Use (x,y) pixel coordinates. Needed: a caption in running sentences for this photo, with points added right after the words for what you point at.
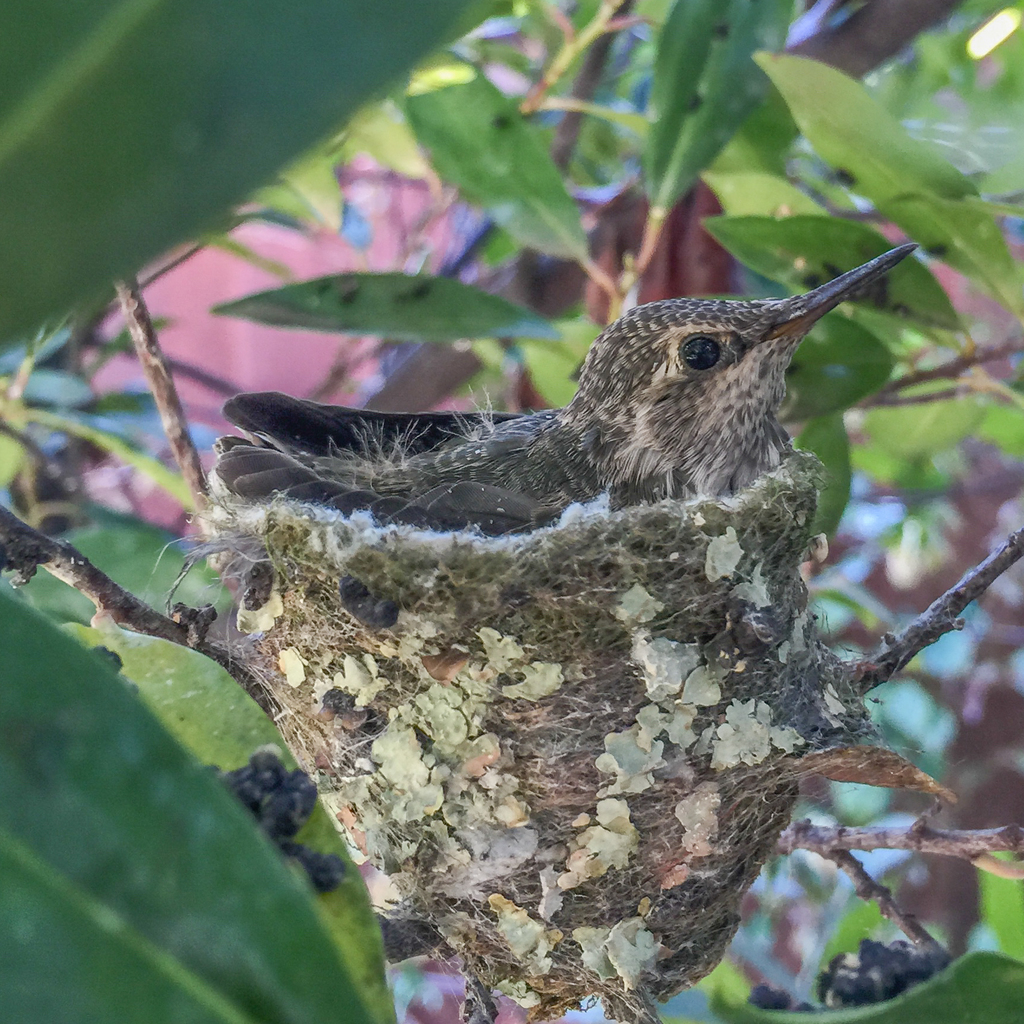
In the image there is a bird (424,460) in the nest (578,991) and around the bird (624,385) there are branches (407,395) and leaves (57,180).
